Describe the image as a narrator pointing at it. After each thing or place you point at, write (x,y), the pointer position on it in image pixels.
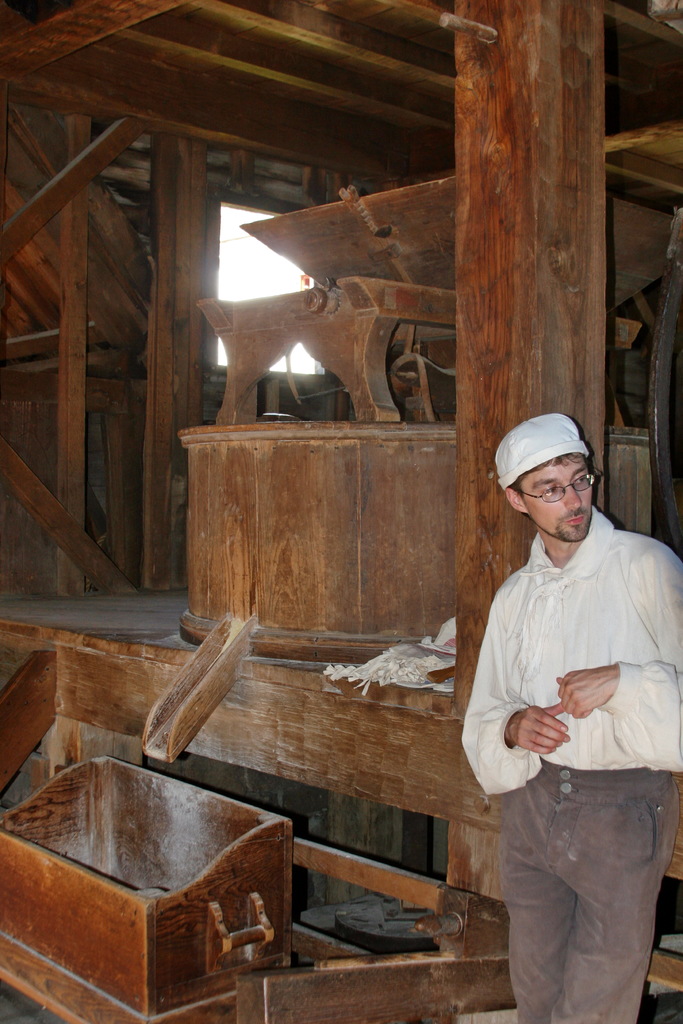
In this image on the right side (536,434) there is the man (558,468) wearing white cap (510,469) and glass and at the back (186,394) there are some woods (421,127).
